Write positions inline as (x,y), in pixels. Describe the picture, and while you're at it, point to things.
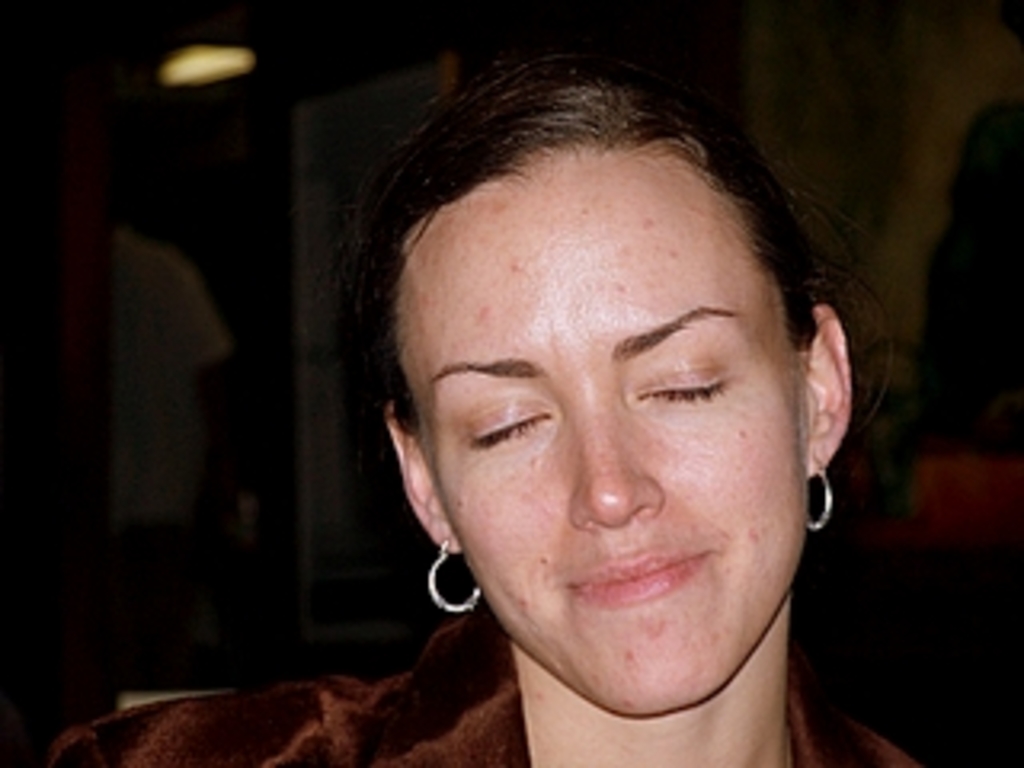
As we can see in the image there is a woman (574,620) sitting on chair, light (202,51) and a wall (332,228). The background (296,233) is dark.
